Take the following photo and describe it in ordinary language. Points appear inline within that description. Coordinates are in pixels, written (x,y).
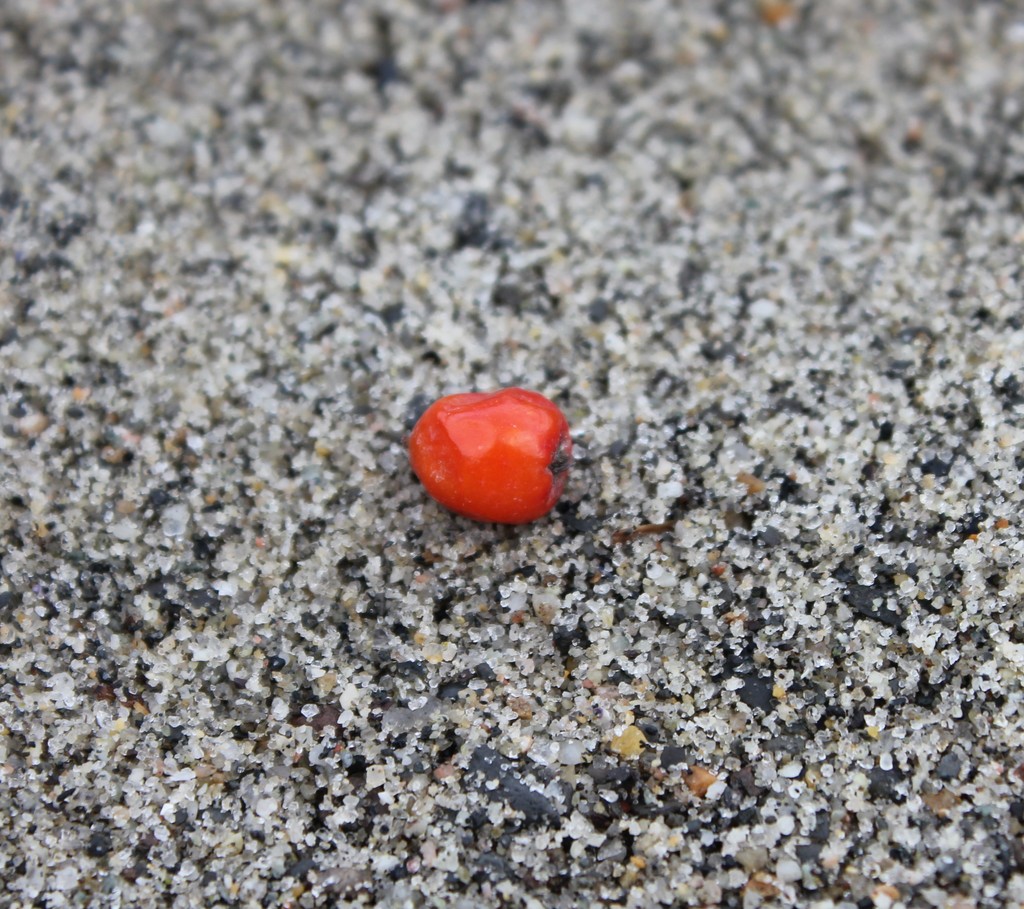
In this image there is a red color fruit (497,440) on the ground (462,600).
